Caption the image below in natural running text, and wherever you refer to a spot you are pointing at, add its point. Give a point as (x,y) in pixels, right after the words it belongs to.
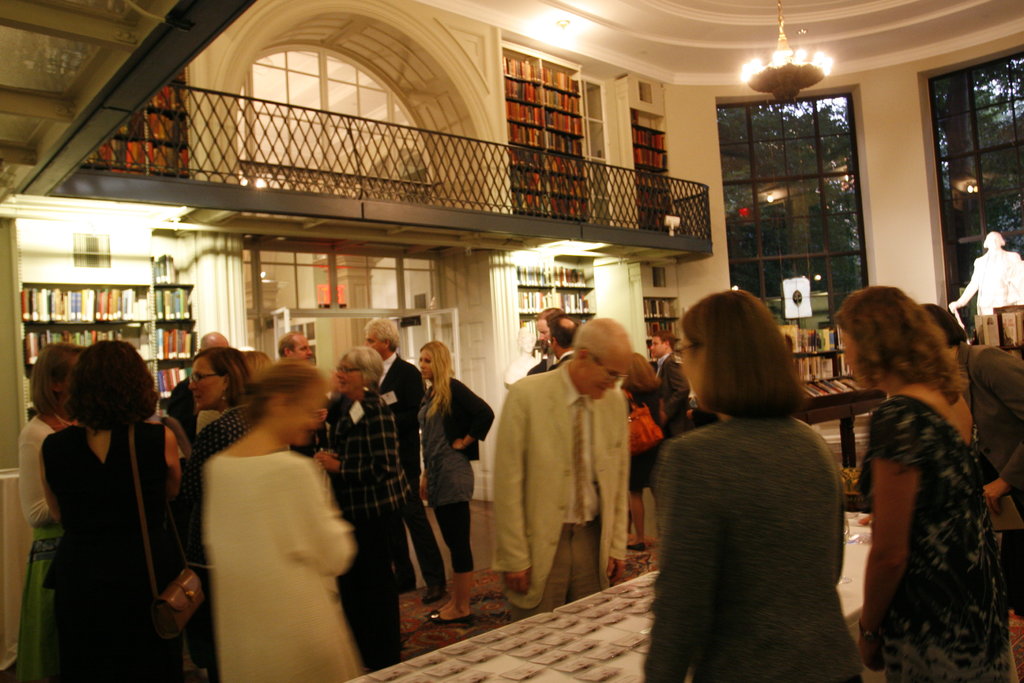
This is a picture taken in a building (559,5). In the foreground of the picture (564,495) there are people (419,467) and tables (584,623). In the background (93,336) there are books (149,306), bookshelves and doors (340,282). At the top (394,128) there are bookshelves (515,100), books (553,157) and railing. On the right (944,213) there are windows (960,219), outside the windows (967,260) there are trees (811,167) and lights (966,189). At the top (762,79) to the ceiling (737,53) there is a light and chandelier (826,62).
